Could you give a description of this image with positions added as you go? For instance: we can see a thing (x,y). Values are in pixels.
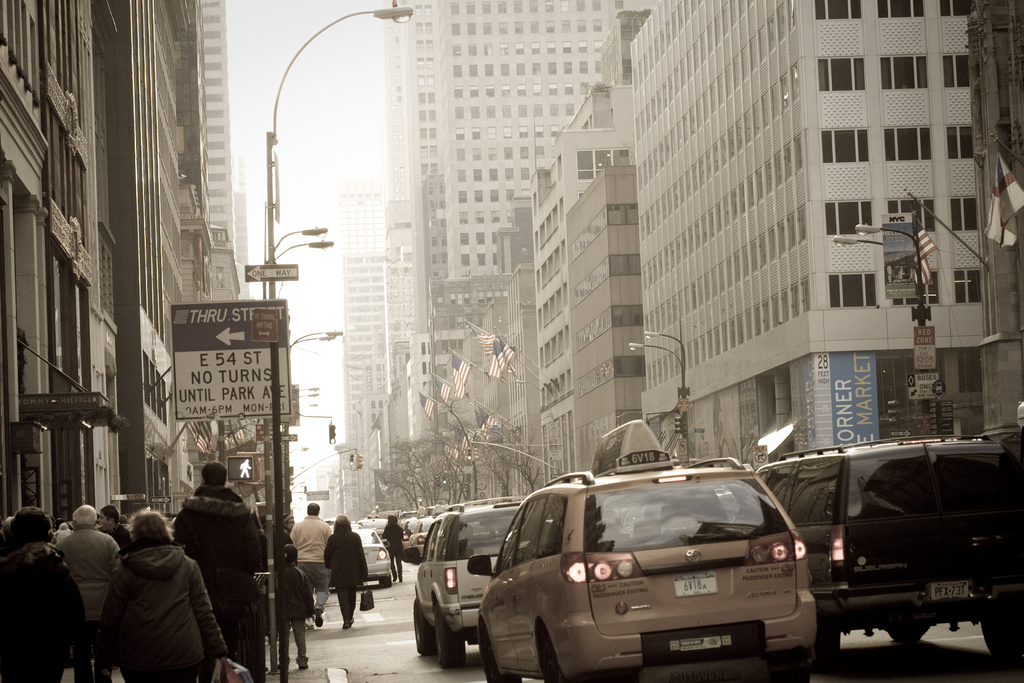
In this image we can see a group of buildings (378,261) with windows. We can also see the street poles (277,342), a group of people (188,509) and some vehicles (556,681) on the ground (513,677), the flags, trees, the sign boards (232,363) with some text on them and the sky (303,300).
